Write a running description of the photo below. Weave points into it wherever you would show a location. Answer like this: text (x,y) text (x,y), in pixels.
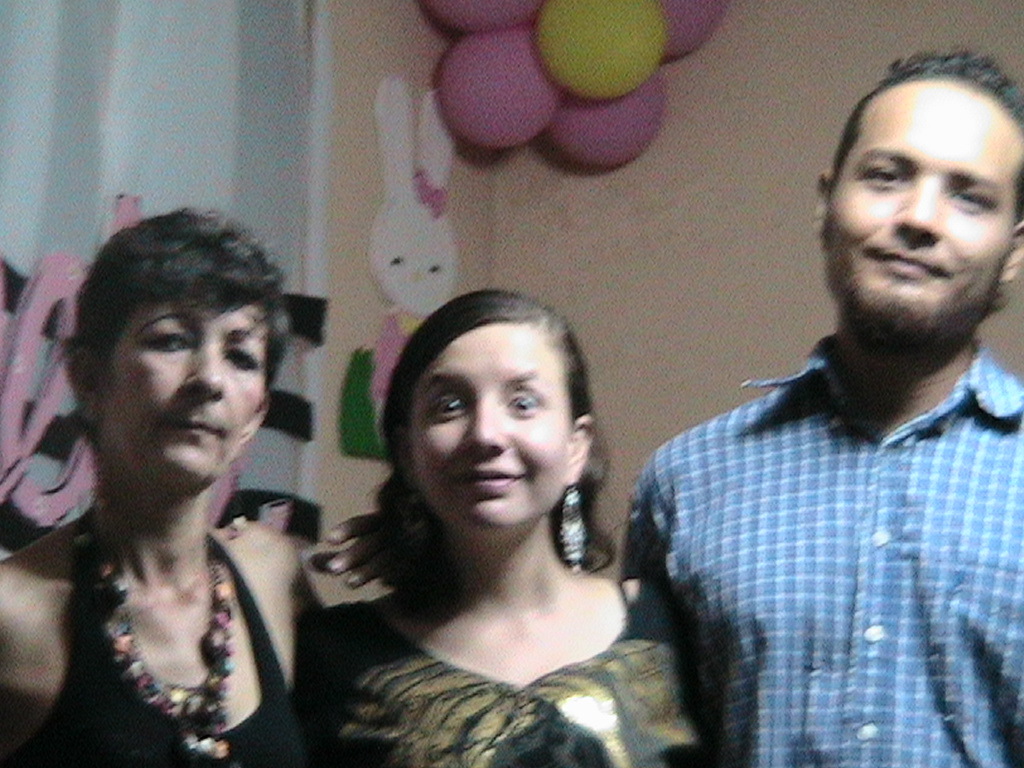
In this image there are two women (519,631) and a man (904,677) standing, in the background (456,217) there is a wall (651,187) for that wall (581,214) there are balloons (461,105) and toy poster (348,397) and there is a curtain (106,92).
